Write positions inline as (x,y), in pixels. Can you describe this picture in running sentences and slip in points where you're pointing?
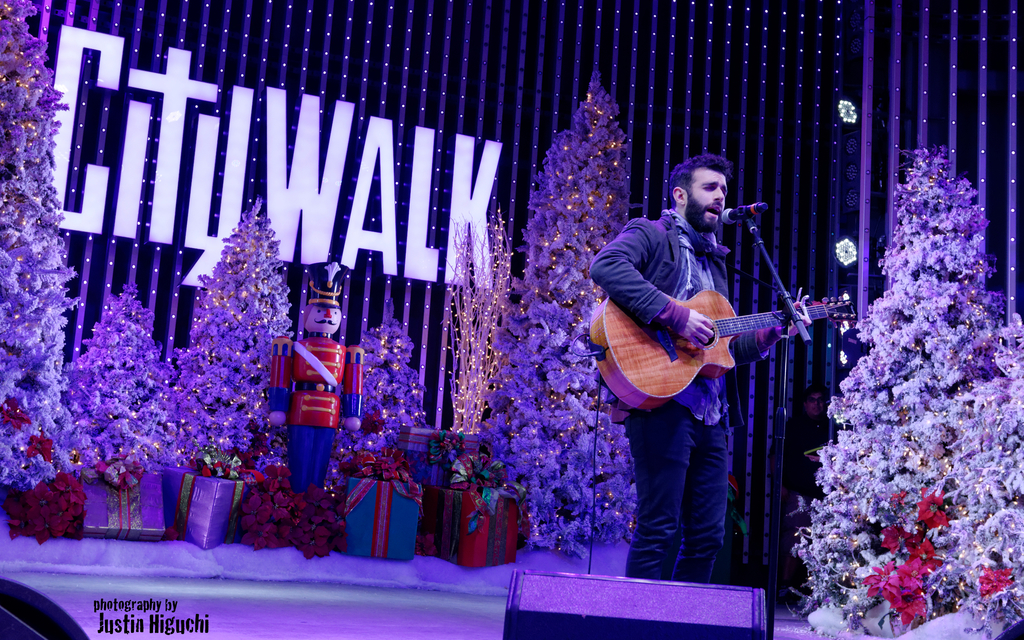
In this image there is a man (735,350) who is playing the guitar (655,361) with his hand (709,329) and mic (724,216) in front of him. In the background (184,366) there are christmas tree (105,367), flowers (263,517), gift boxes (124,514) and toys (324,374).
